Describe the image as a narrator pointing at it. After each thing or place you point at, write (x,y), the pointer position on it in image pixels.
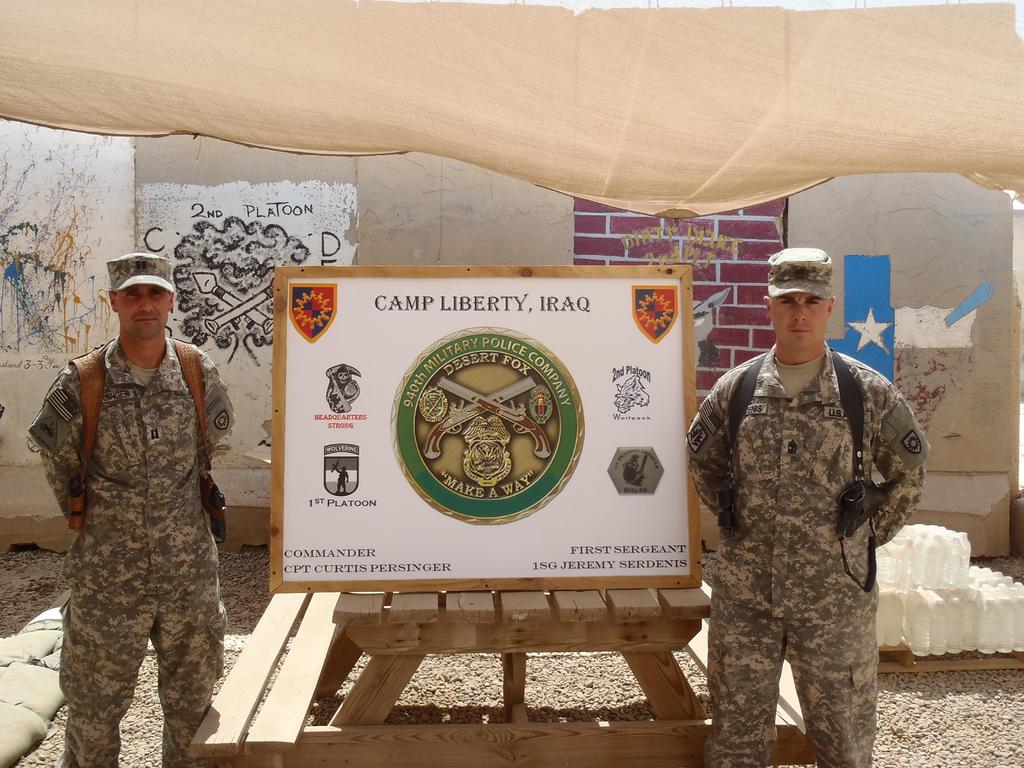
In this picture we can see a board (615,411) on the table (432,732) with a poster (356,445) on it, two men (802,315) wore caps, standing on the ground (149,680), stones (931,689) and bags (59,649). In the background (941,464) we can see painting (83,194) on the wall (613,215), cloth (820,107) and some objects (929,599).
